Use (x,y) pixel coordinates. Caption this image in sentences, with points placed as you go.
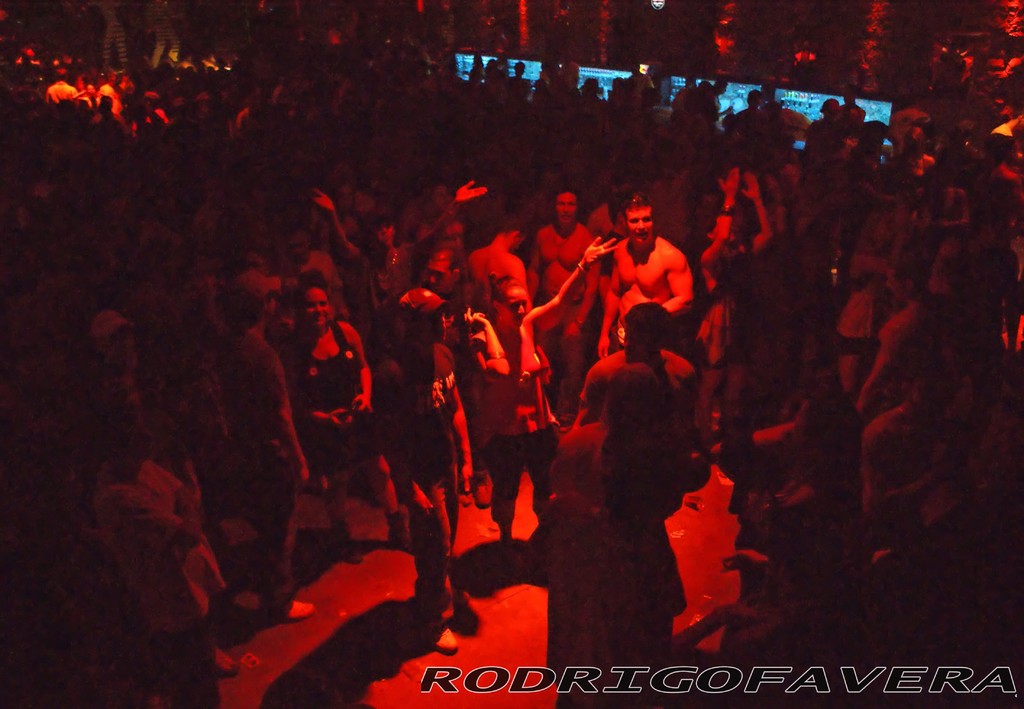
In this picture there are people (112,538). In the bottom right side of the image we can see text (452,676). In the background of the image (894,46) it is dark.
